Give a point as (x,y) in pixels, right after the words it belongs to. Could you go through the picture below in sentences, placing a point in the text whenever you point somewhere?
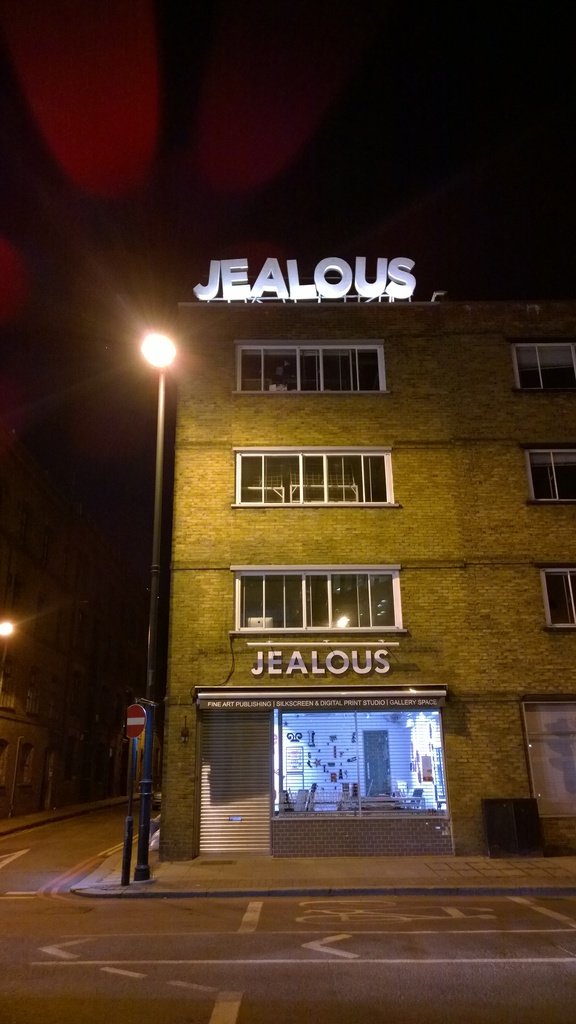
In the middle of the image (319,523) there is a pole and sign board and building (280,556).
